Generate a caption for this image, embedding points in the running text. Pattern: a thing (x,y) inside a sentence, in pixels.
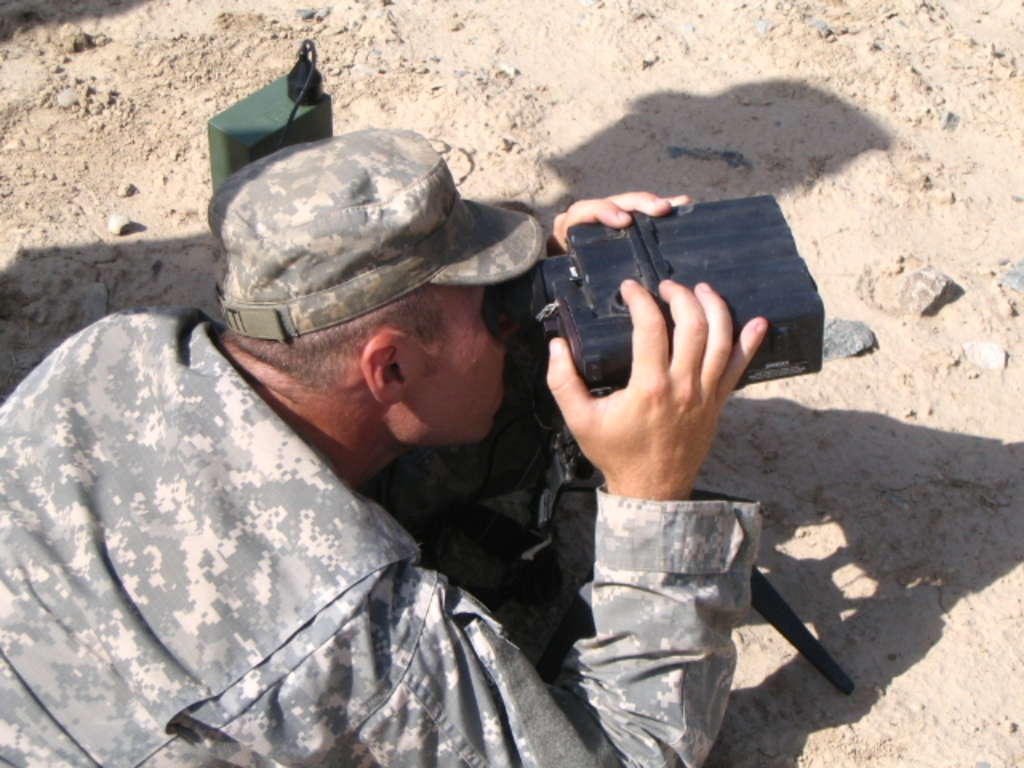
In this picture I can see a man (269,438) in front (198,525) who is wearing army uniform (114,549) and a cap (355,233) on his head (354,193) and I see that he is holding an equipment (702,269) and it is on a tripod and I can see the mud (65,284) on which there are few stones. On the top left of this picture (306,61) I can see a black and green color thing (274,104).
